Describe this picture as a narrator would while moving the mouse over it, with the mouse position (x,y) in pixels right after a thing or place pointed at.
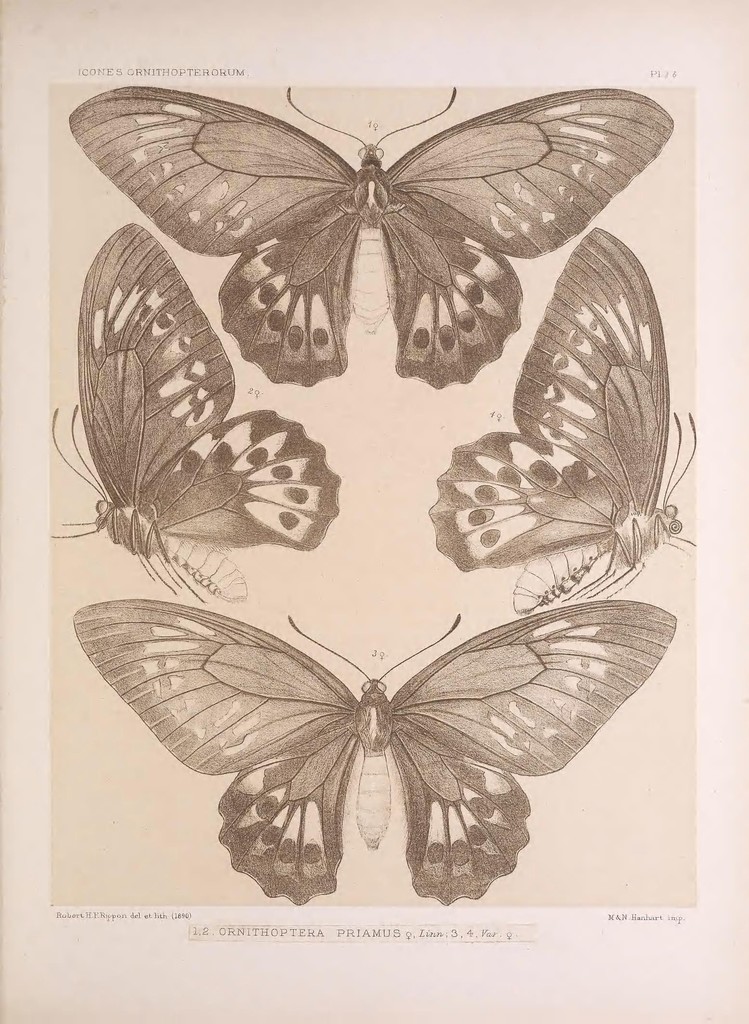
In this image we can see drawing (266,685) of four butterflies (432,367). There is some text (374,936) at the top (171,72) and bottom of the image (374,936).
